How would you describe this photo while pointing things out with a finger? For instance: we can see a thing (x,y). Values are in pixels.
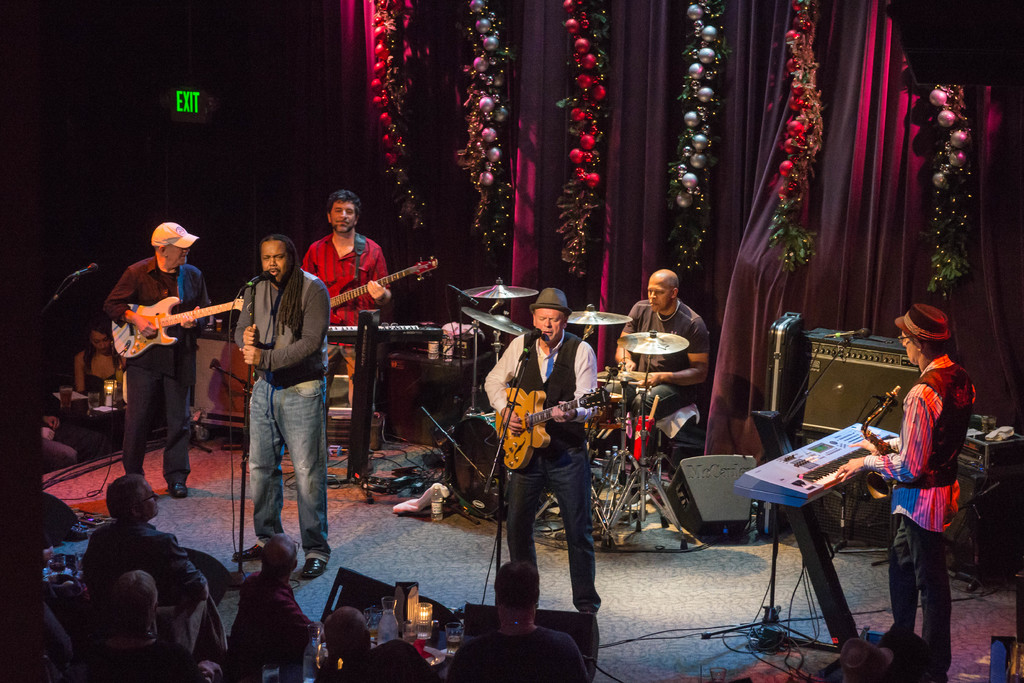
In this image we can see a few people (281,396), some of them are on the stage (234,468), three persons (526,384) are playing guitar (501,414), one person (904,496) is playing the keyboard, another person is playing jazz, there are some mics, wires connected to musical instruments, also we can see some electronic objects (852,408), we can see lights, decorative items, curtains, exit board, and a person (274,447) is singing.
